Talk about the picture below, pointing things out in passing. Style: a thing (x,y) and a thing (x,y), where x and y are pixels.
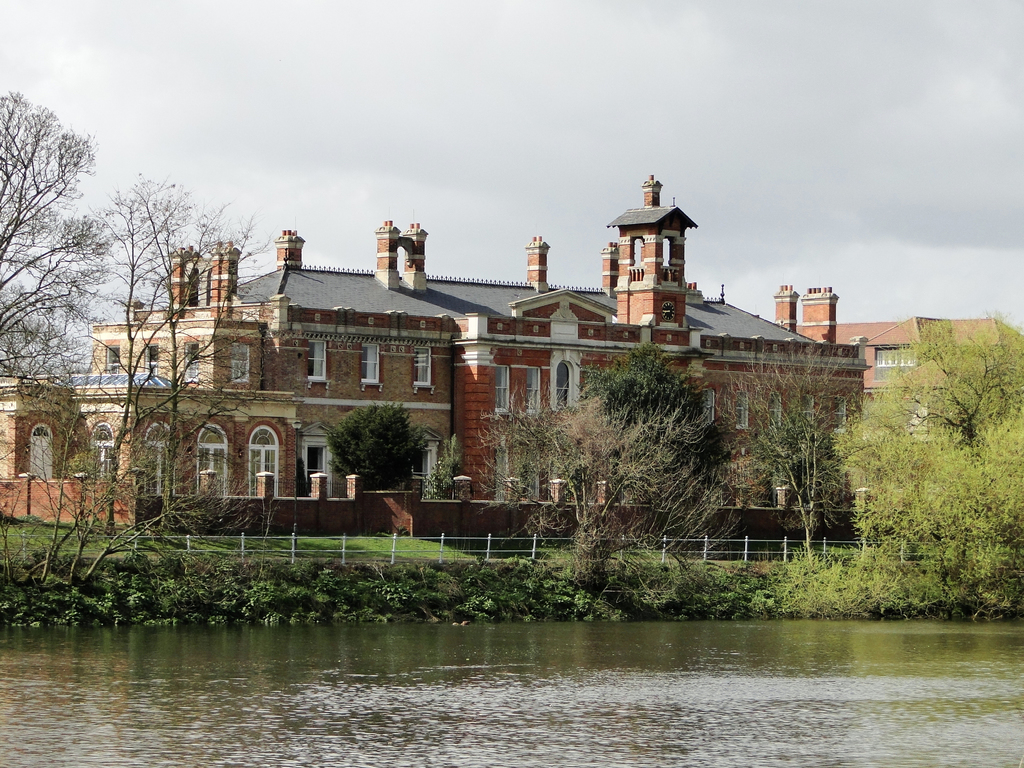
As we can see in the image there is water (742,661), grass (361,545), fence (647,557), trees (811,505), buildings (567,404) and sky (423,118).
